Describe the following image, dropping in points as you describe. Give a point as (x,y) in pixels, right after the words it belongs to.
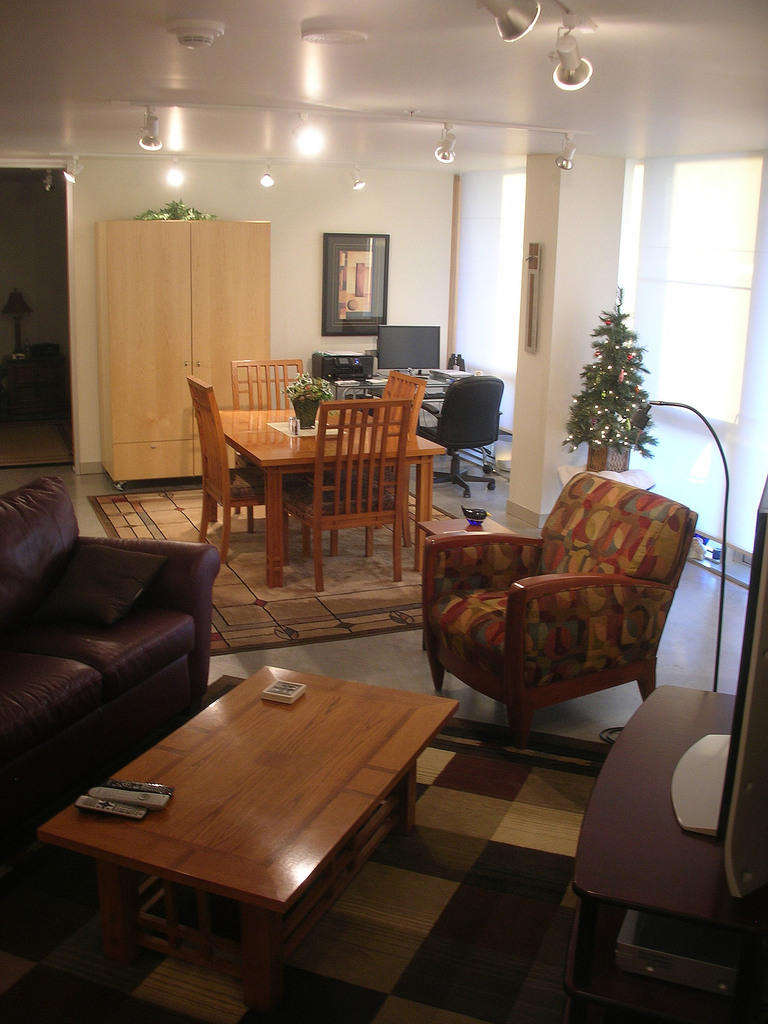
The image is taken in the room (326,395). At the bottom of the image (112,837) there is a table (107,846) and remotes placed on the table (291,754). On the left (78,676) there is a sofa (81,645). On the right (756,638) there is a television (731,739) placed on the stand (637,816). In the background (446,618) there is a chair (494,589) and a dining table (277,553). We can also see a wardrobe (206,327). At the top (560,73) there are lights (564,63).
